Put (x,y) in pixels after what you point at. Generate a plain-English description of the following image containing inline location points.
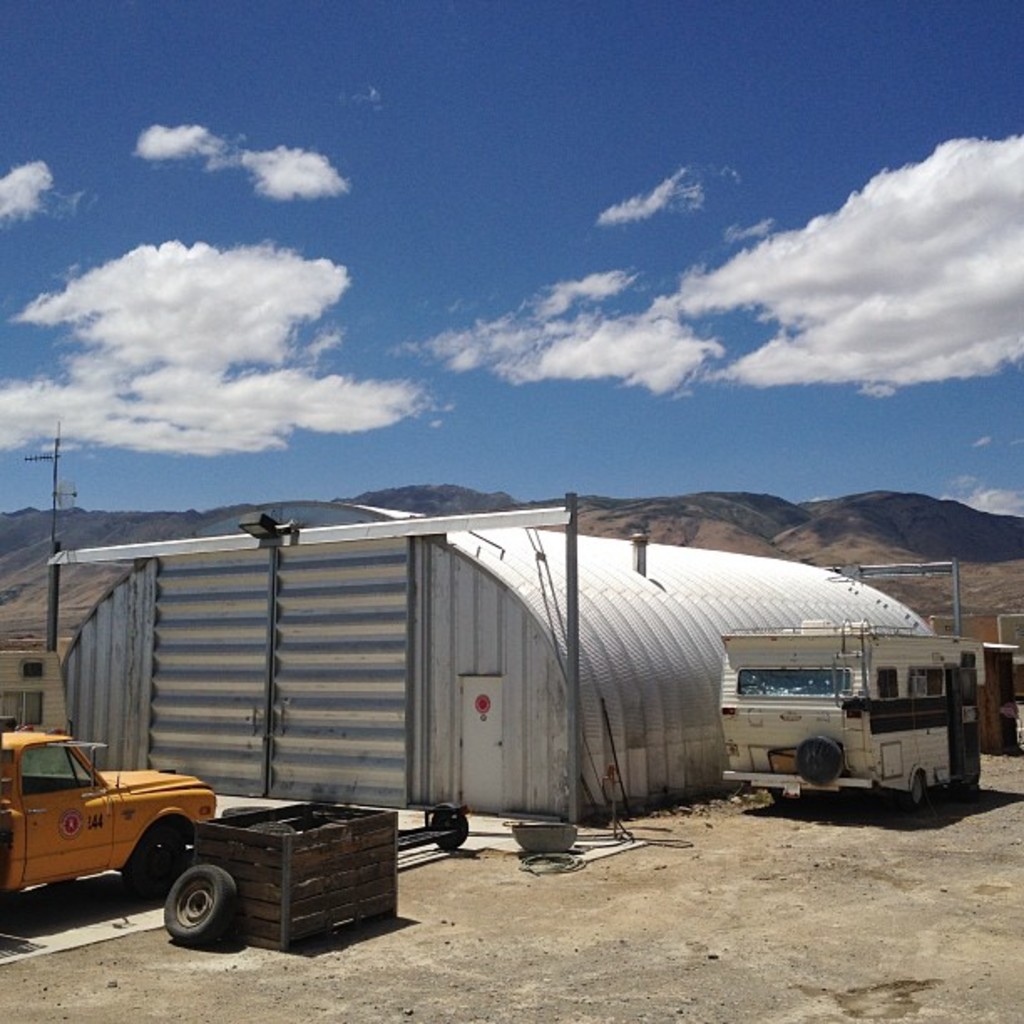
In this picture there is a shed (442,544), beside that there is a truck (838,787). On the left (19,806) there is a car (37,830) near to the wooden box (259,879) and wheel (182,886). In the background (20,520) we can see the mountains (61,513). At the top (369,167) we can see the sky (529,139) and clouds (811,268).
